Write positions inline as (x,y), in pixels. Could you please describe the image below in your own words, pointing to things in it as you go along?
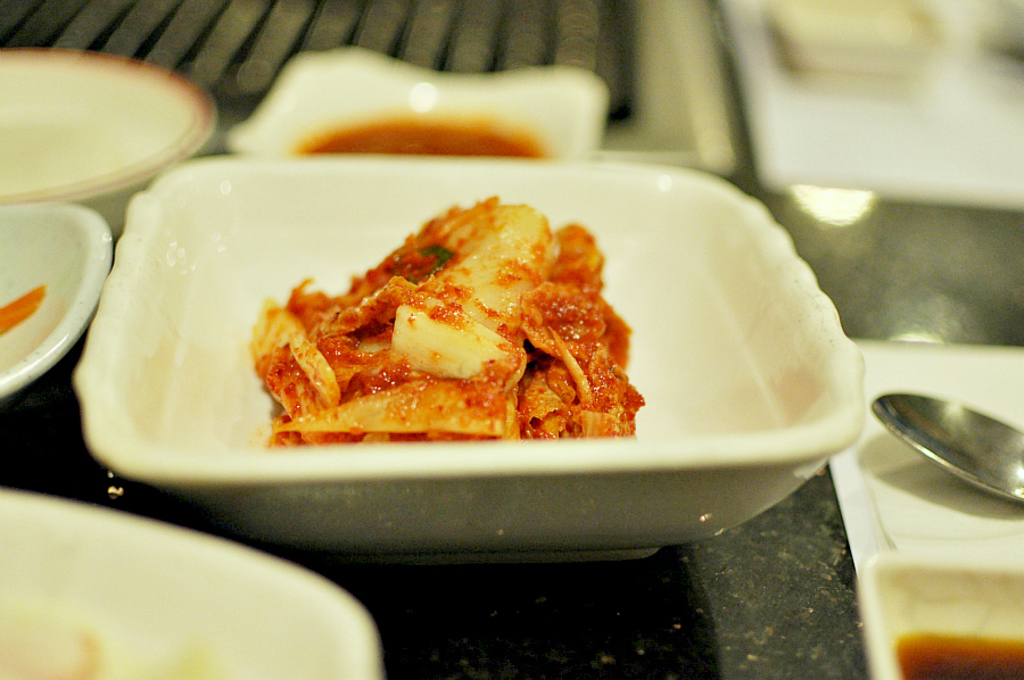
This image consists of food (419,259) which is in the center (469,243). On the left side (61,186) there are objects (39,208) which are white in colour. On the right side (1009,452) there is a spoon (986,464) and the background (865,35) is blurry. At the bottom right of the image (934,610) there is food (965,646) in the bowl (965,586).
